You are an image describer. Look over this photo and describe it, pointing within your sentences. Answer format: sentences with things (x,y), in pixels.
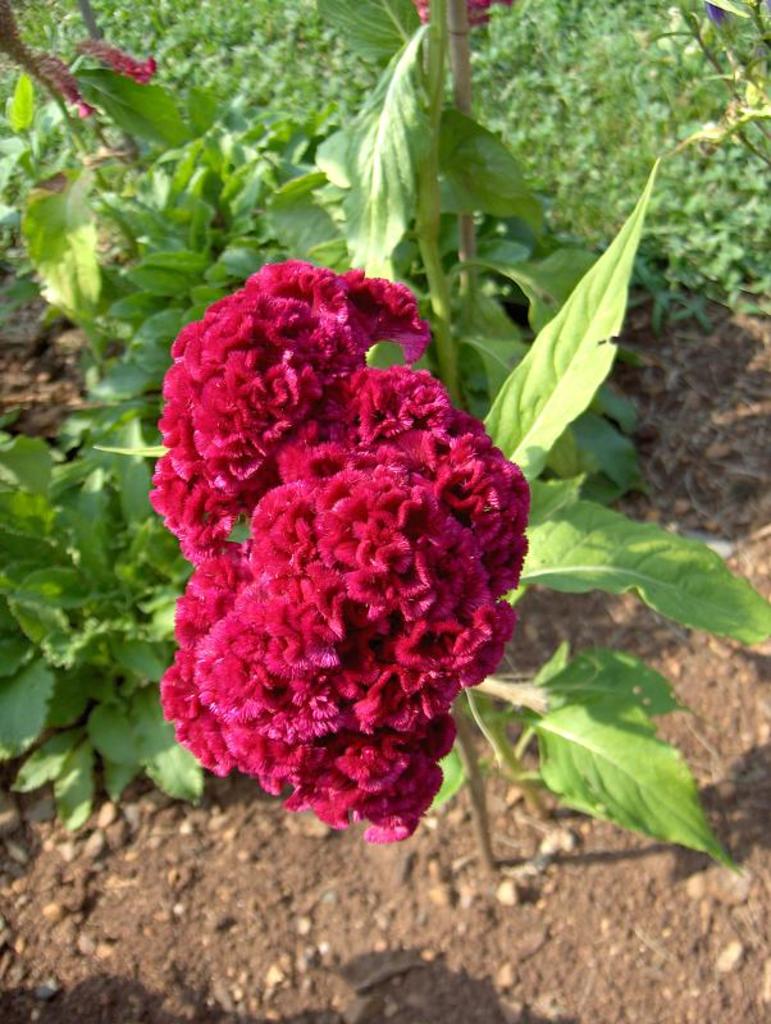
In this picture I can see there is a bunch of flowers (409,508) attached to the plant (543,768) and it has leafs (551,775) and there is soil (412,849) on the floor (188,873) and there are few plants (392,108) in the backdrop (148,102).
